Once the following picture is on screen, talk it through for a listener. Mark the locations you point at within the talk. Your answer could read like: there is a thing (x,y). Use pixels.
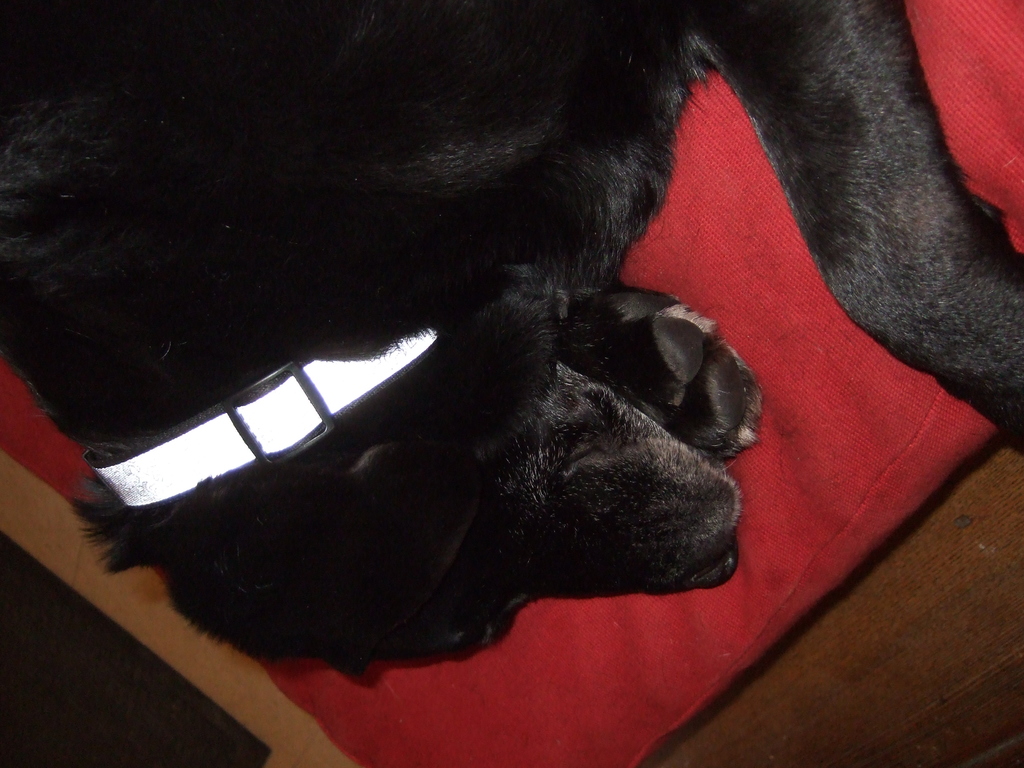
In this image I can see an animal (334,140) which is black in color is laying on the red colored object (726,223) and I can see a belt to its neck (386,293) which is white in color. I can see the brown colored surface (880,611).
